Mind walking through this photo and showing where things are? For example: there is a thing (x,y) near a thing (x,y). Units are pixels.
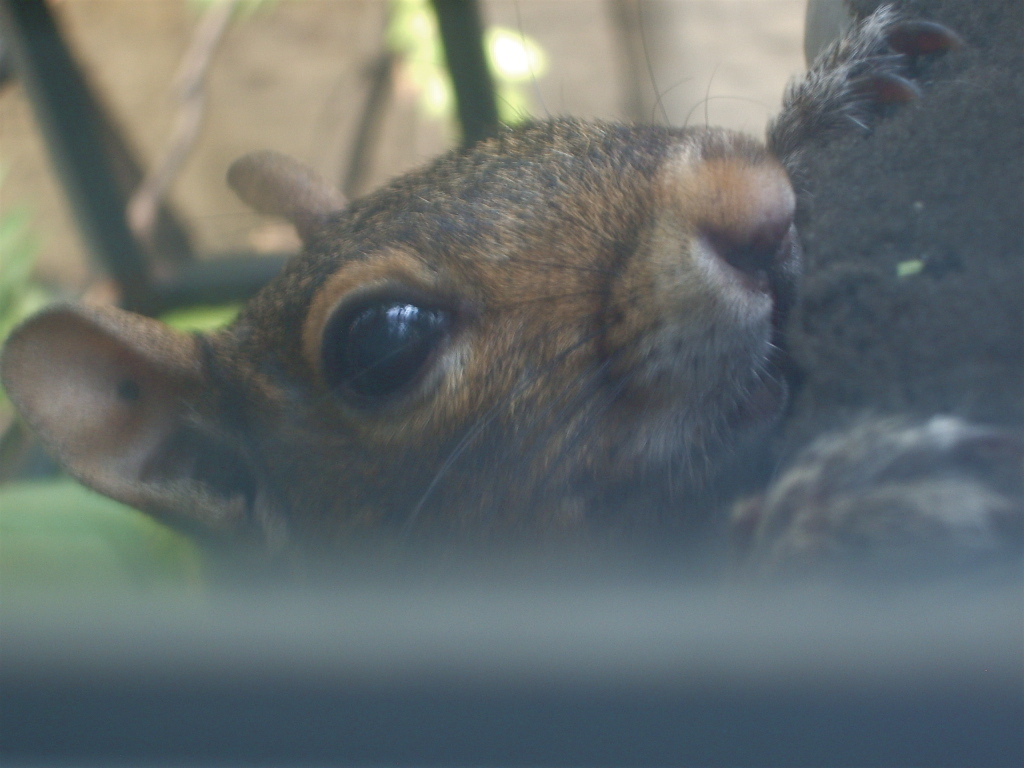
In the picture we can see a face (574,416) of a squirrel (559,168) with eye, ears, nose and two hands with nails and behind the squirrel (557,185) we can see some plant (506,107) which is not clearly visible.
